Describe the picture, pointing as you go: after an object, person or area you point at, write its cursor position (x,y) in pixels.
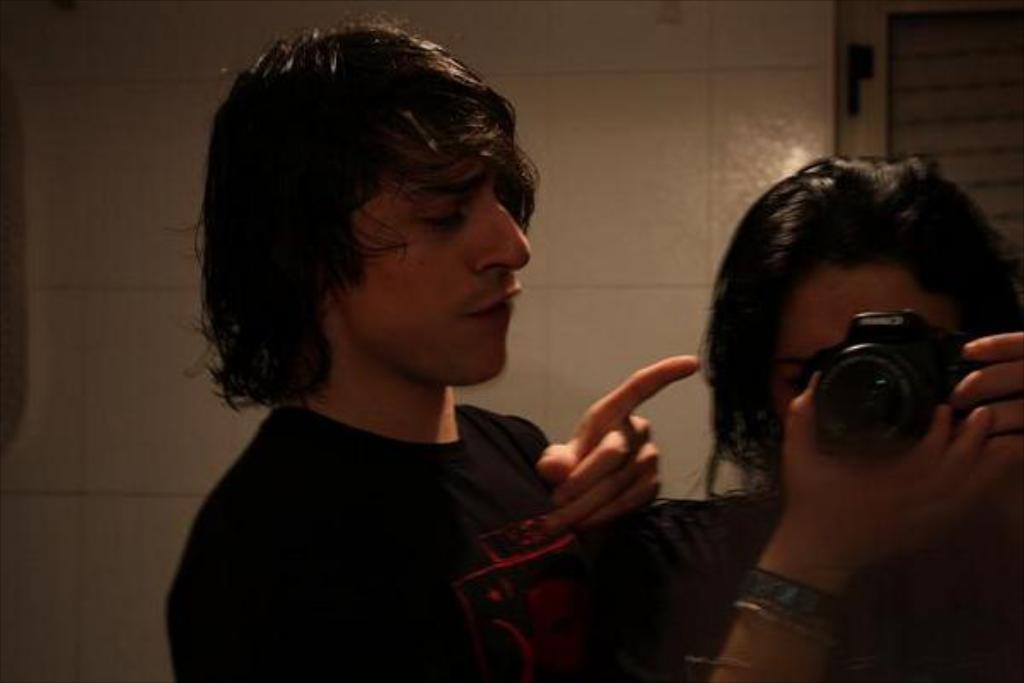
In this picture we see a man (285,362) and a woman (816,166) carrying a camera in her hand (832,454).
